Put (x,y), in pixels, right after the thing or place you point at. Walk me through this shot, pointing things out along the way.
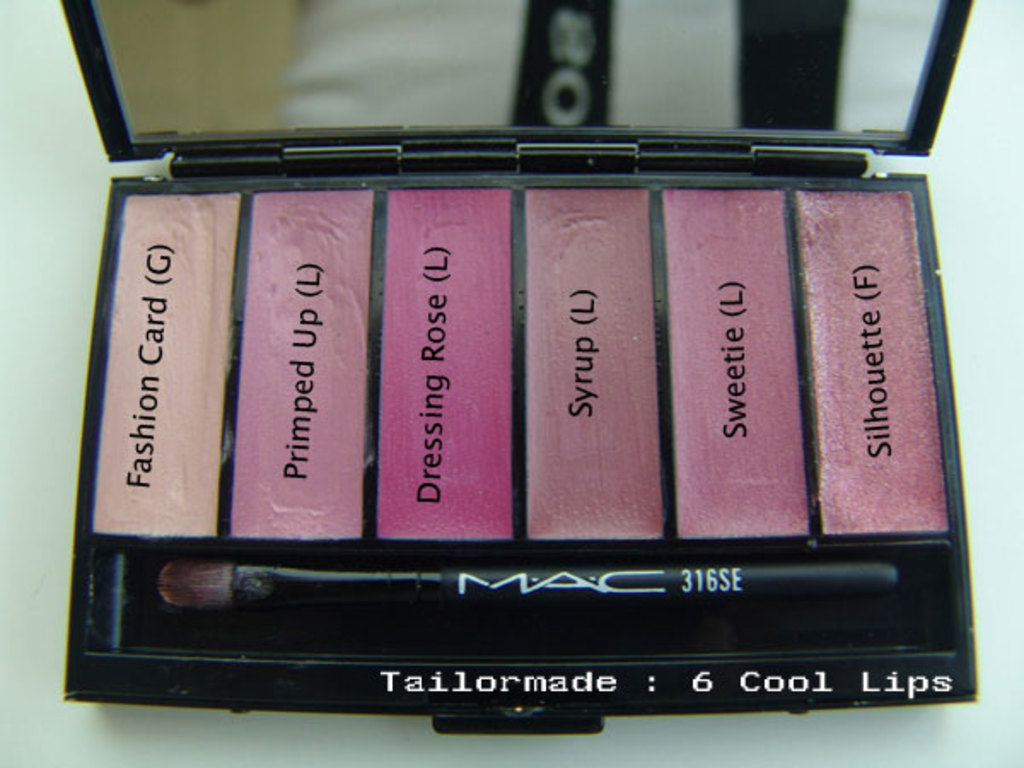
In this image I can see few colorful lipsticks (294,327) in the box (104,598) and I can see the mirror (351,48) and the brush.
